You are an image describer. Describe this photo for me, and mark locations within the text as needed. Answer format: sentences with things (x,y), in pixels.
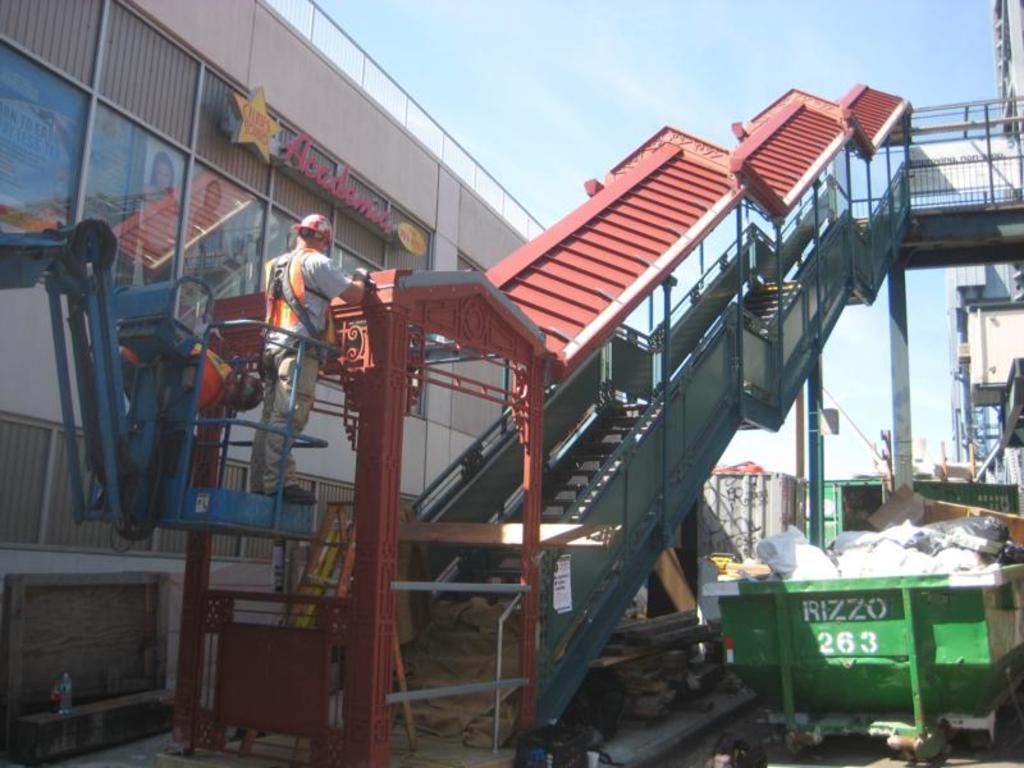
This is an outside view. On the left side (296,309), I can see a man (282,444) is standing on the crane (249,516). In the middle of the image (620,417) I can see a bridge (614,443) along with the stairs (589,468). On the right side (855,599) there is a dustbin (801,679) on the ground (766,756) and also I can see some metal objects (616,685). In a background (998,321) there is a building (967,330). On the left side (171,192) also I can see a building (186,165). On the top of the image (572,66) I can see the sky (564,77).
